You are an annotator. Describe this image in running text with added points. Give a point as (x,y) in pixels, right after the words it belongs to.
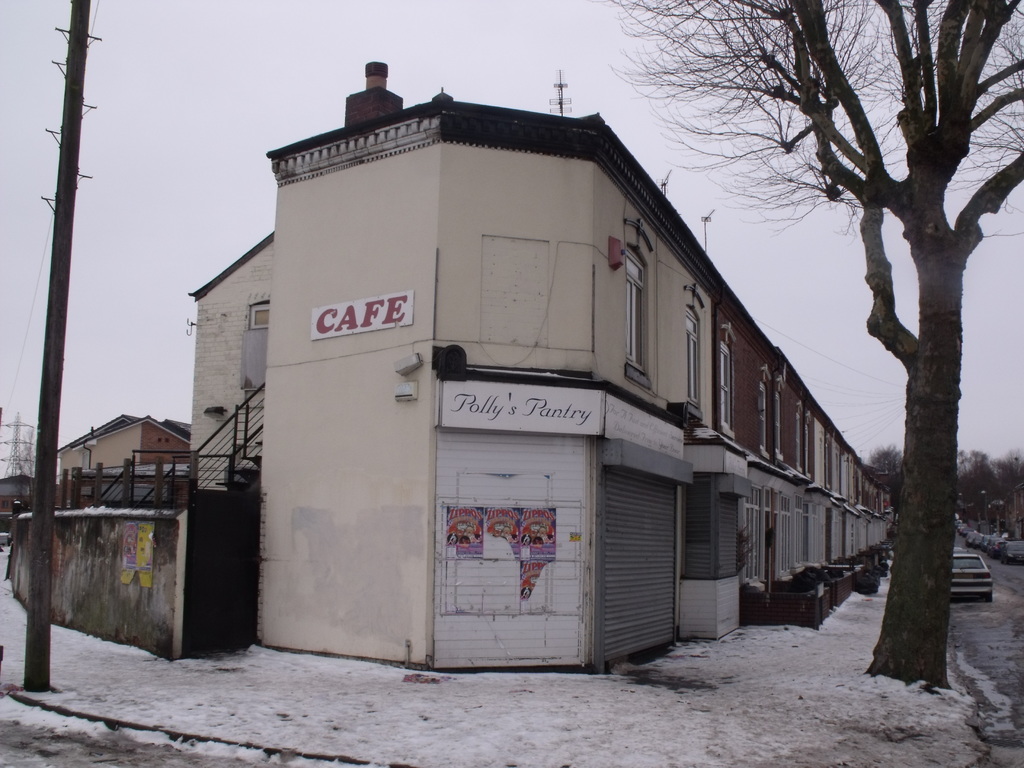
This image consists of a building (553,505). At the bottom (620,574), there is a shutter (651,584). In the front (640,431), we can see the name boards (592,396). On the left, there is a pole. On the right (930,687), there is a tree (941,630). At the bottom (299,746), there is snow (299,746) on the pavement (885,725). On the right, there is a car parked on the road (1023,637). At the top (356,60), there is sky (296,2).
